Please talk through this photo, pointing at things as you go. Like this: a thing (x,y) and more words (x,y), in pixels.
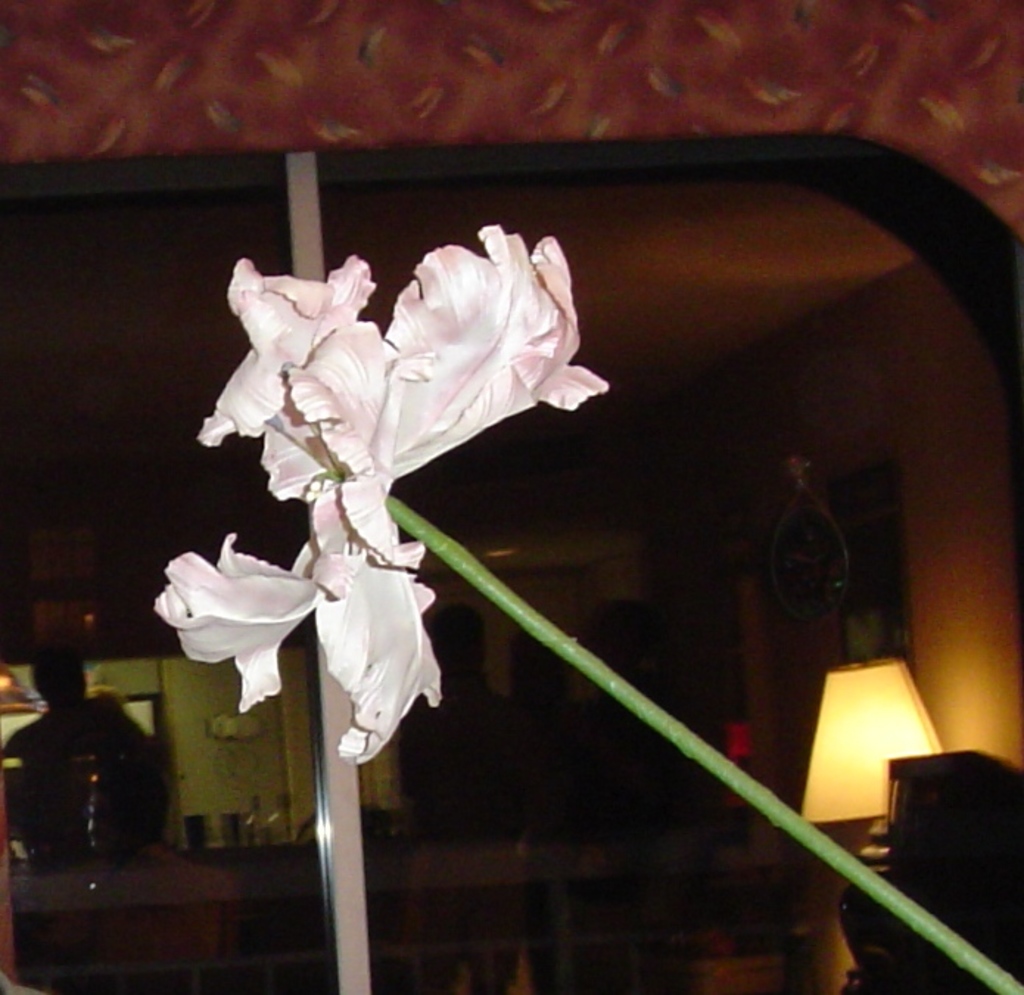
In this image we can see a flower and we can see a lamp (866,718) and some other objects (963,816) on the right side of the image (978,812) and in the background (40,739), we can see a few people (94,759) and some other things (86,52).
